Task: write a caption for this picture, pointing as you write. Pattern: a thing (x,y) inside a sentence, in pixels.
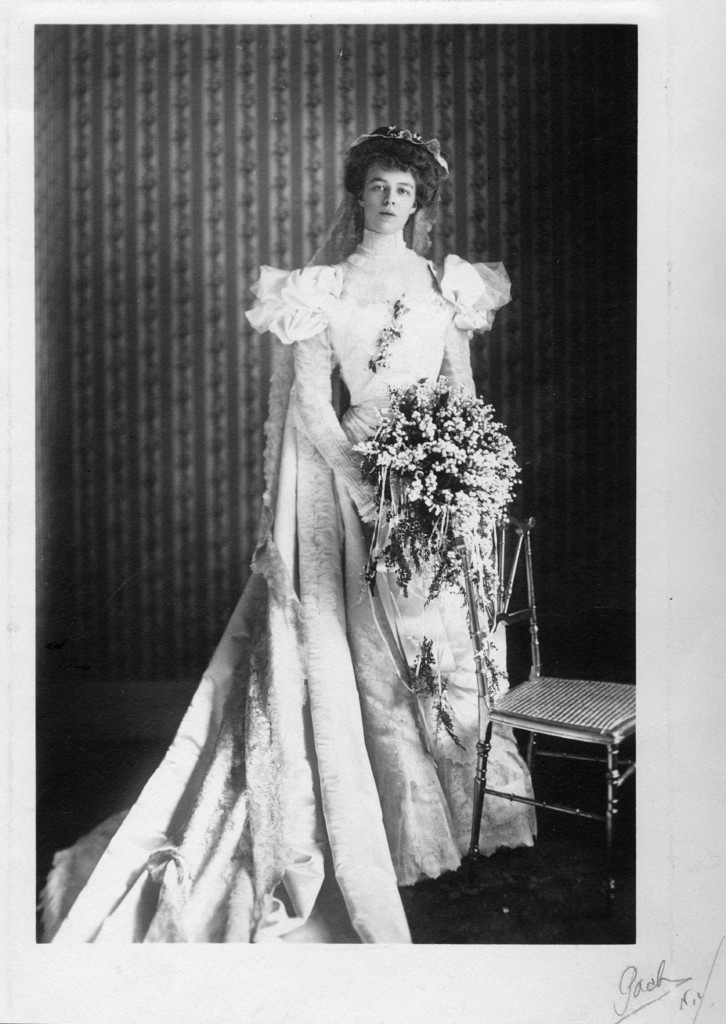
This is a black and white image. In the center of the image (251,656) there is a lady (433,194) wearing a white color dress (260,598) and she is holding a bouquet (512,475) in her hand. At the right side of the image (487,726) there is a chair (502,546).
